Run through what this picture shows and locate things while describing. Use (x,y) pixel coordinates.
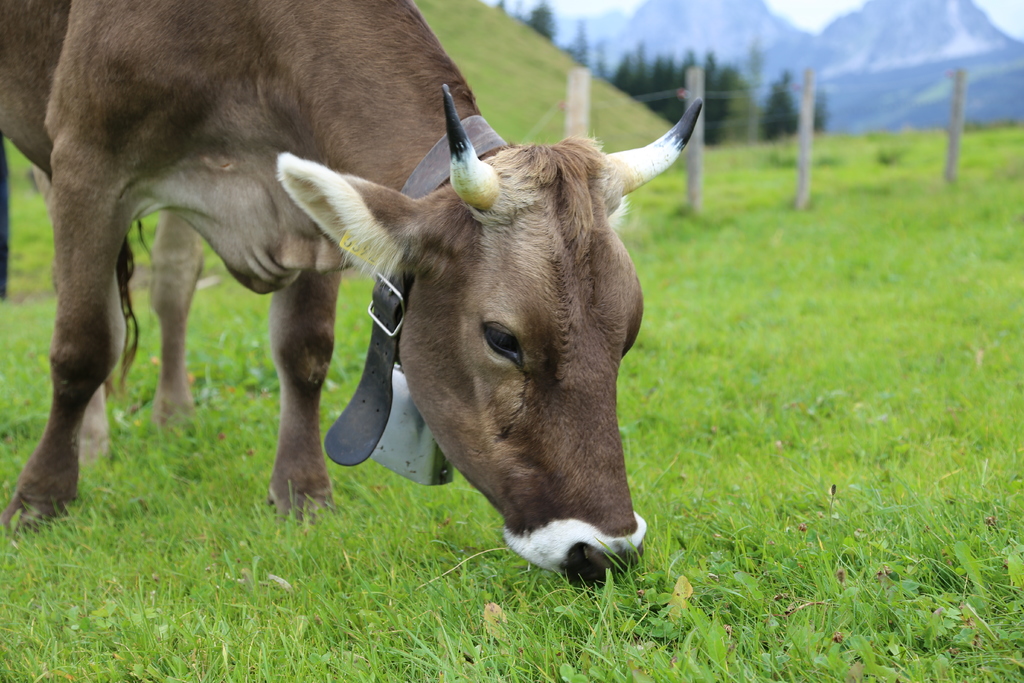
In this image we can see a cow (438,410) grazing the grass (761,461). In the background (492,118) there are fence (583,117), trees (707,77), hills (946,109), mountains (877,18) and sky (790,1).
